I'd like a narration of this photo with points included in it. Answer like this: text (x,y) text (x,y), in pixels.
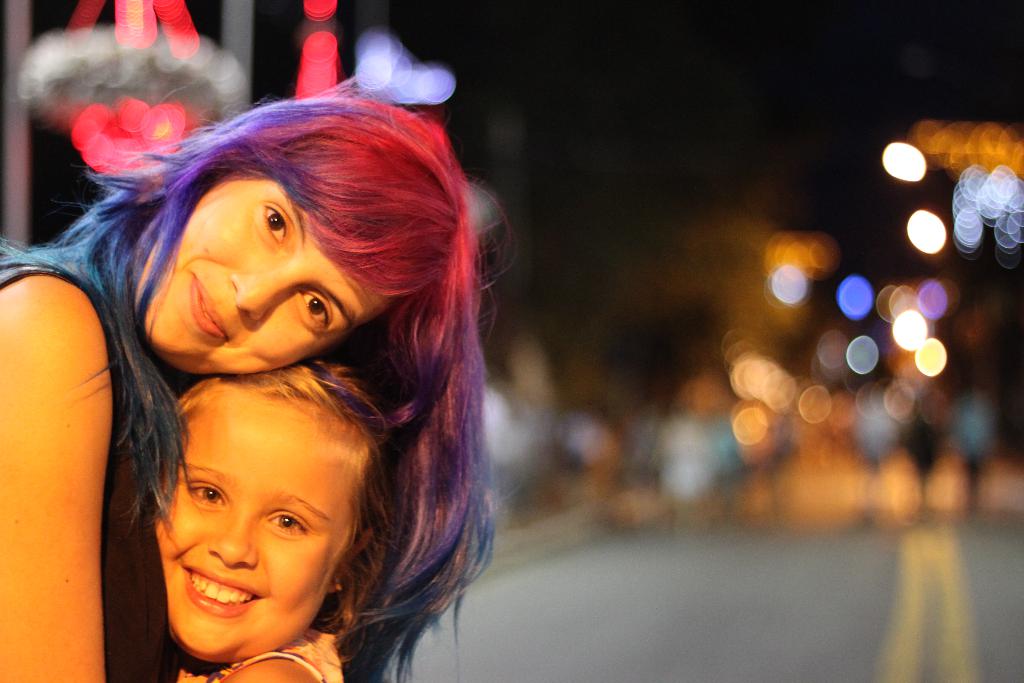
In this picture we can see a woman (441,310) and a girl (223,562), they are smiling and in the background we can see lights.
